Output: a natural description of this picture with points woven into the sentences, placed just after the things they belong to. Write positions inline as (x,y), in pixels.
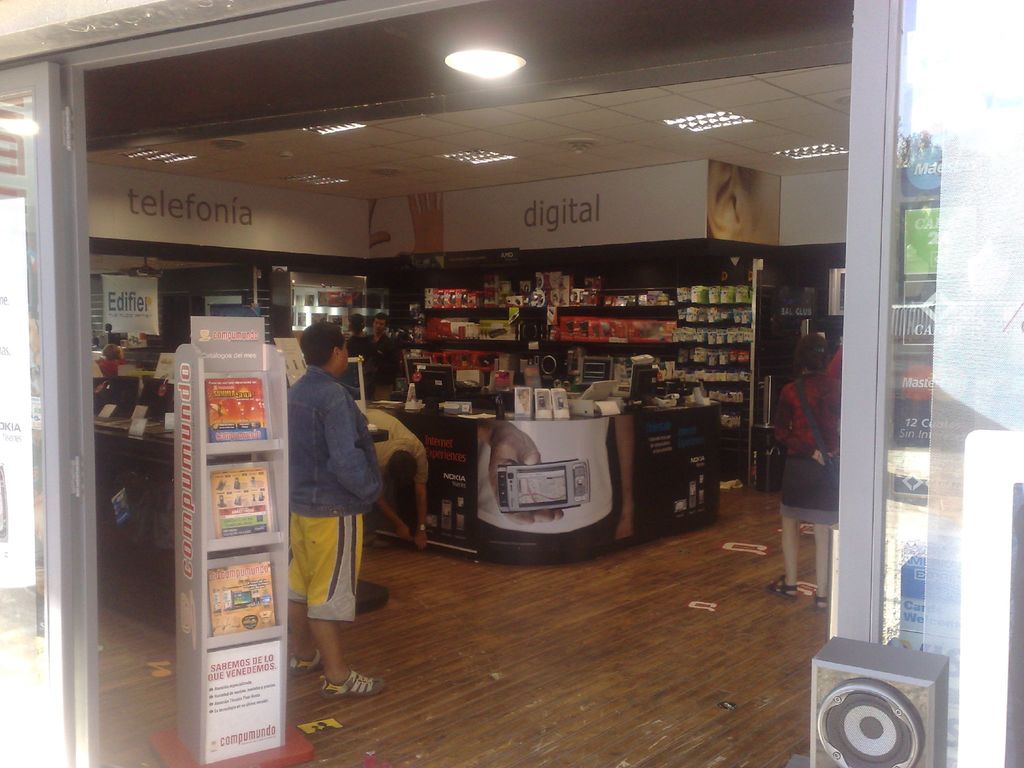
In this picture there is a shop (600,341) in which items (476,369) were placed in the shelves (679,324). There is a desk (527,458) here. In the left side (302,445) there is a man (302,459) standing, wearing a short (326,544). In the left side (63,423) there is an entrance (45,372) and a light (485,60) here.
